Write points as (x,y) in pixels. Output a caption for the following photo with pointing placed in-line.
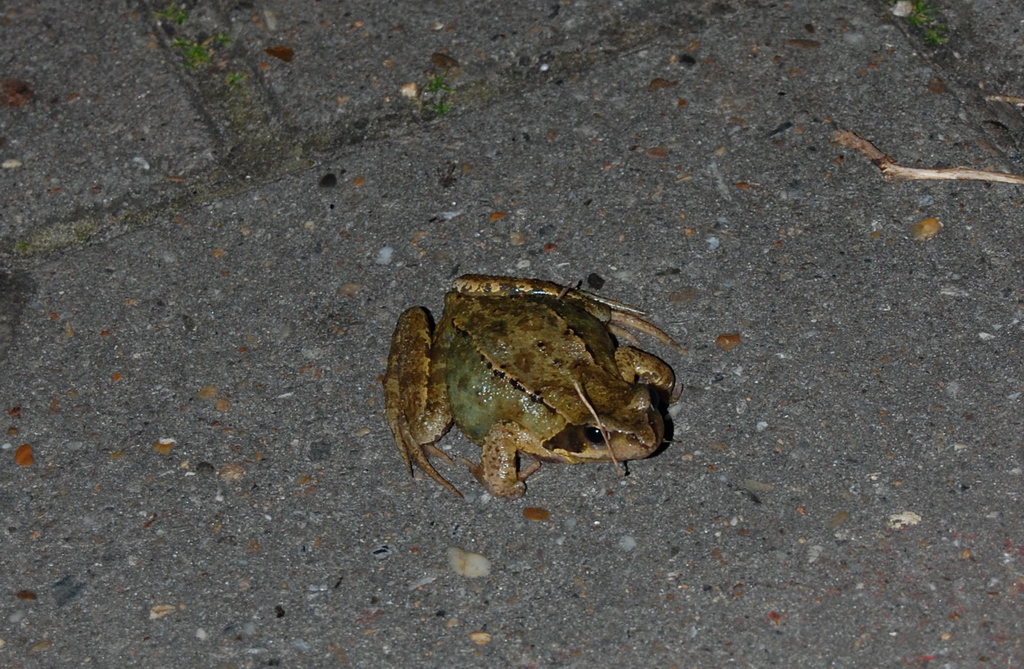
In this image we can see a frog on the floor (376,653).
